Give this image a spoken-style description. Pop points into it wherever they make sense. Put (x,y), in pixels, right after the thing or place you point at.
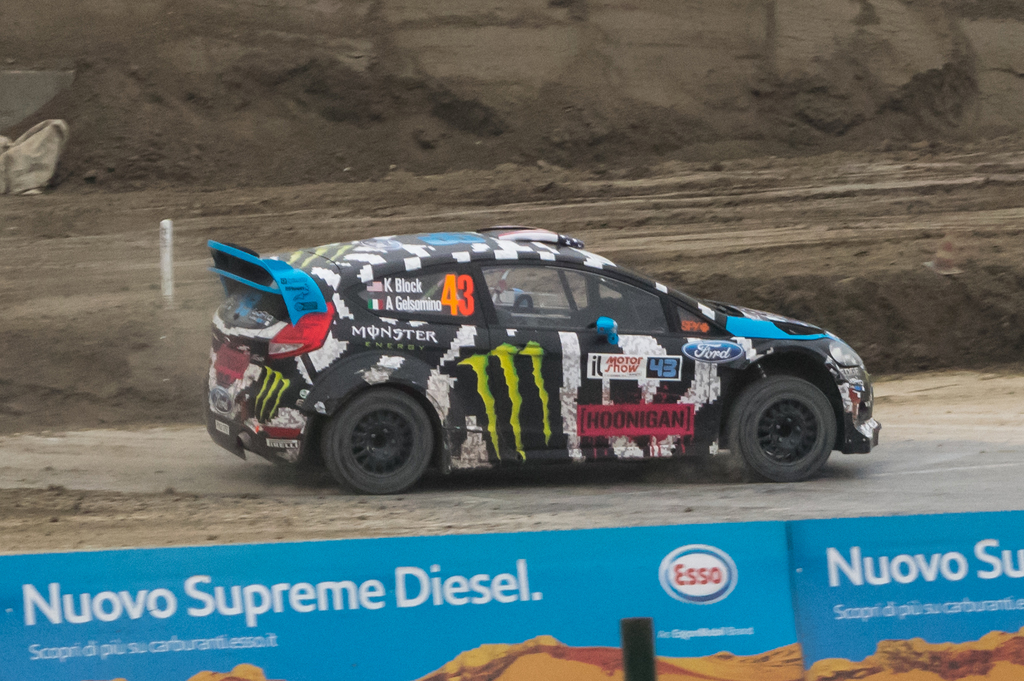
In this image, we can see a vehicle (420,380) on the road (525,487) and in the background (215,163), we can see rocks (636,125) and a pole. At the bottom (311,555), there is some text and a logo (685,576) on the board (512,560).
